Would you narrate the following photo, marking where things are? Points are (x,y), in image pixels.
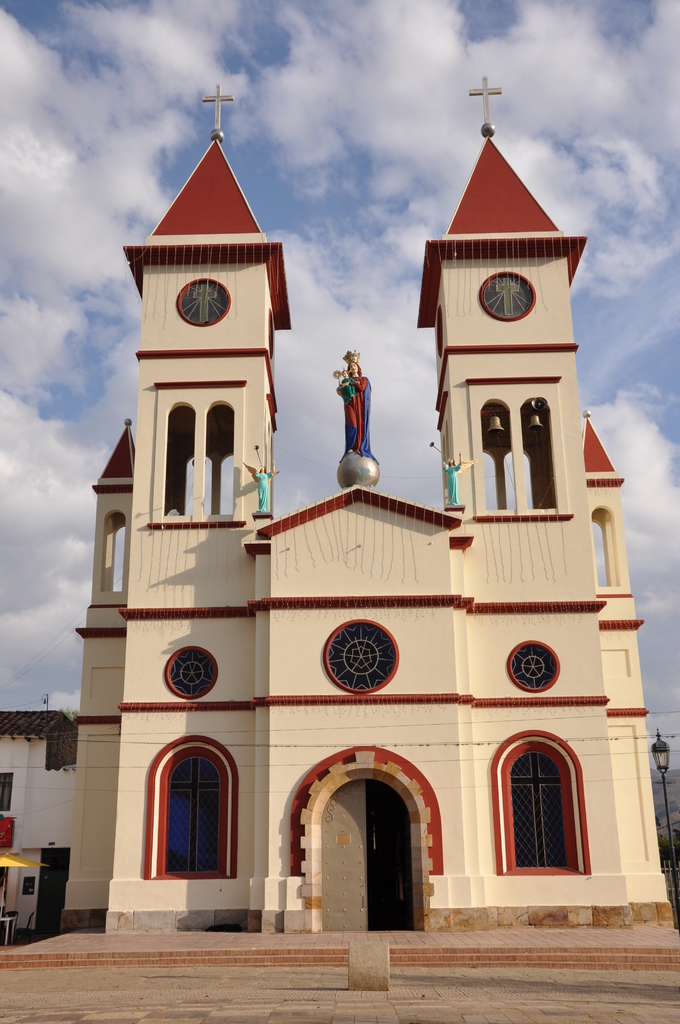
In the picture we can see a church building (582,823) with a door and top of it, we can see some sculpture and besides the sculpture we can see two constructions (226,368) in the church (603,819) with two cross symbols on the top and behind the church (647,809) we can see a sky (334,288) with clouds (289,458).
